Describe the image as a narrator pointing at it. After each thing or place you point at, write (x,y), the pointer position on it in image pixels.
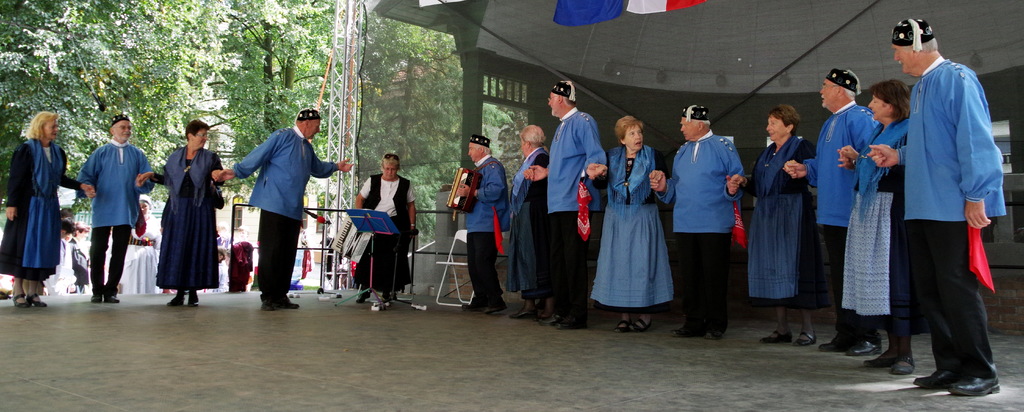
In the center of the picture (522,170) there are people (568,176) standing and dancing. In the center of the picture (394,206) there are two people (480,202) playing accordions (455,191). In the background (395,53) to the left (175,45) there are trees (174,67) and people (159,252) and a building (235,219). On the right (690,35) there is a tent (706,48).
